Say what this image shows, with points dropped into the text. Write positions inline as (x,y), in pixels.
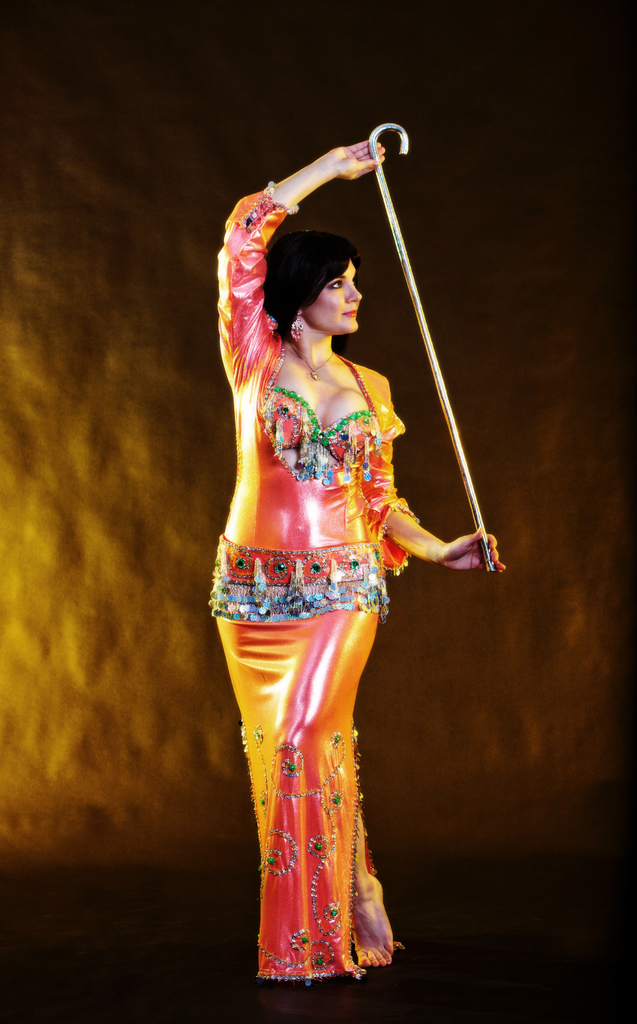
In this image I can see a woman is holding a stick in hand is standing on the ground (300,1009). In the background (504,801) I can see a backdrop (160,517). This image is taken may be in a studio (431,978).
